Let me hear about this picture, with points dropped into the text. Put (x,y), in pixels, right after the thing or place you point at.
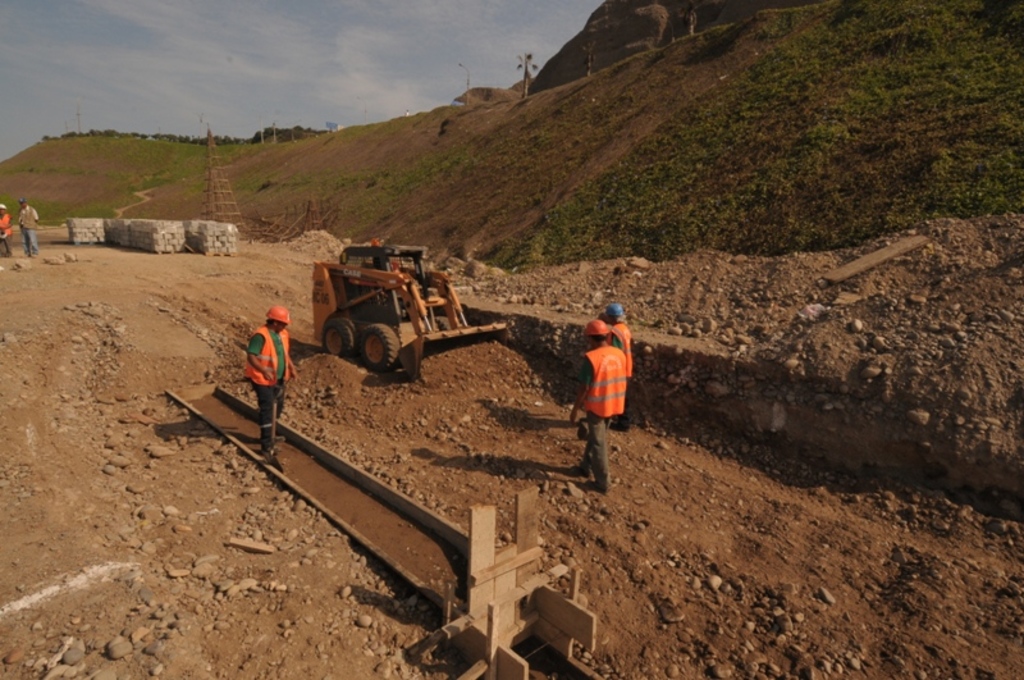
There are people (588,359), an object (534,609) and a vehicle (424,341) in the foreground area of the image (351,311), it seems like mountains (480,104), a tower (205,166), poles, people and the sky (320,111) in the background (474,79).
